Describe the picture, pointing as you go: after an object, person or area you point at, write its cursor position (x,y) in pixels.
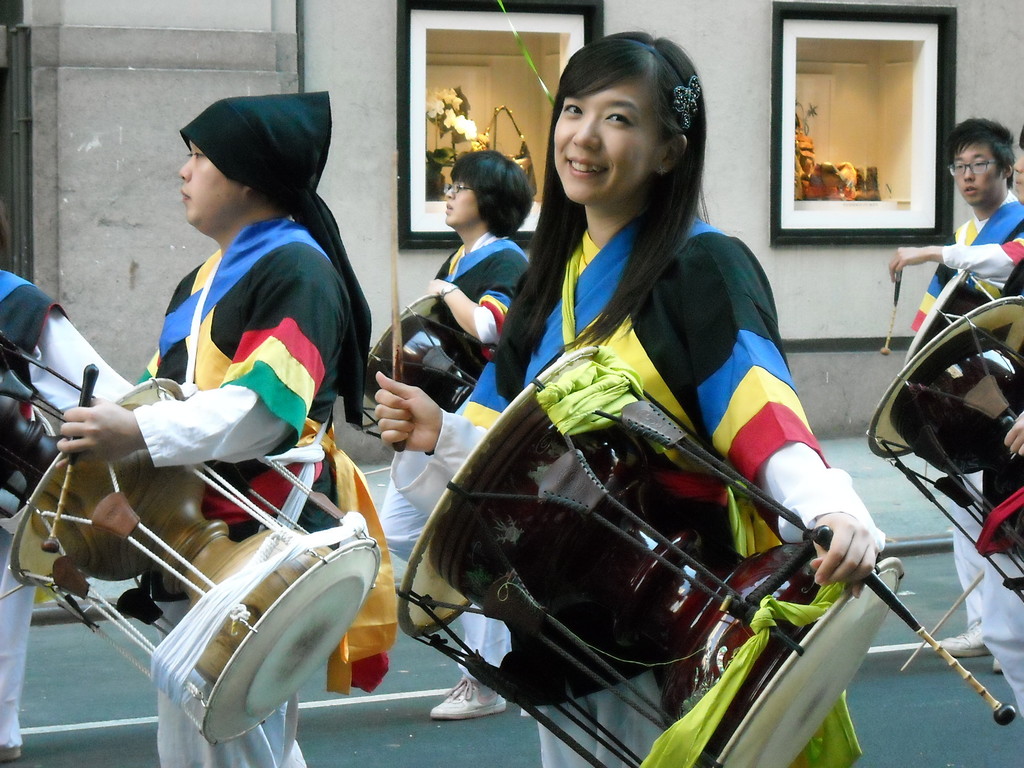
In this image I can see number of people (971,141) are standing and holding musical instruments (39,532).
